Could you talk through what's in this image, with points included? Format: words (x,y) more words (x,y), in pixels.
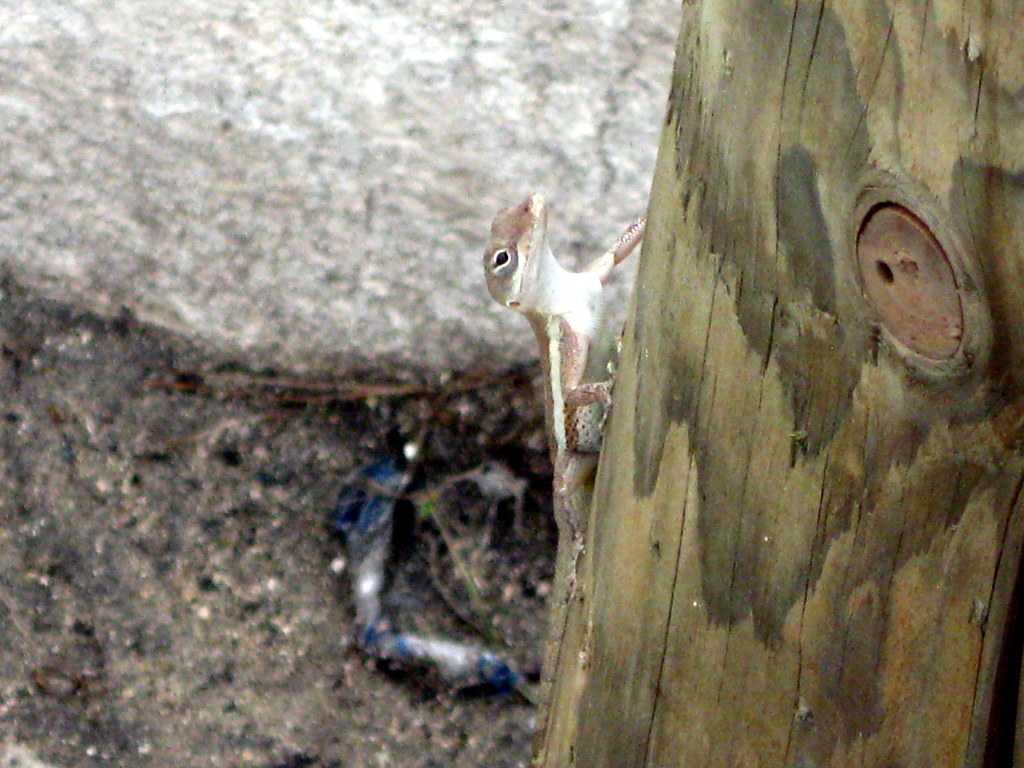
In this picture we can observe a lizard (558,333) which is in white and cream color on the wooden object (755,322). In the background (322,92) we can observe large stone (270,196) and a ground (180,525).
